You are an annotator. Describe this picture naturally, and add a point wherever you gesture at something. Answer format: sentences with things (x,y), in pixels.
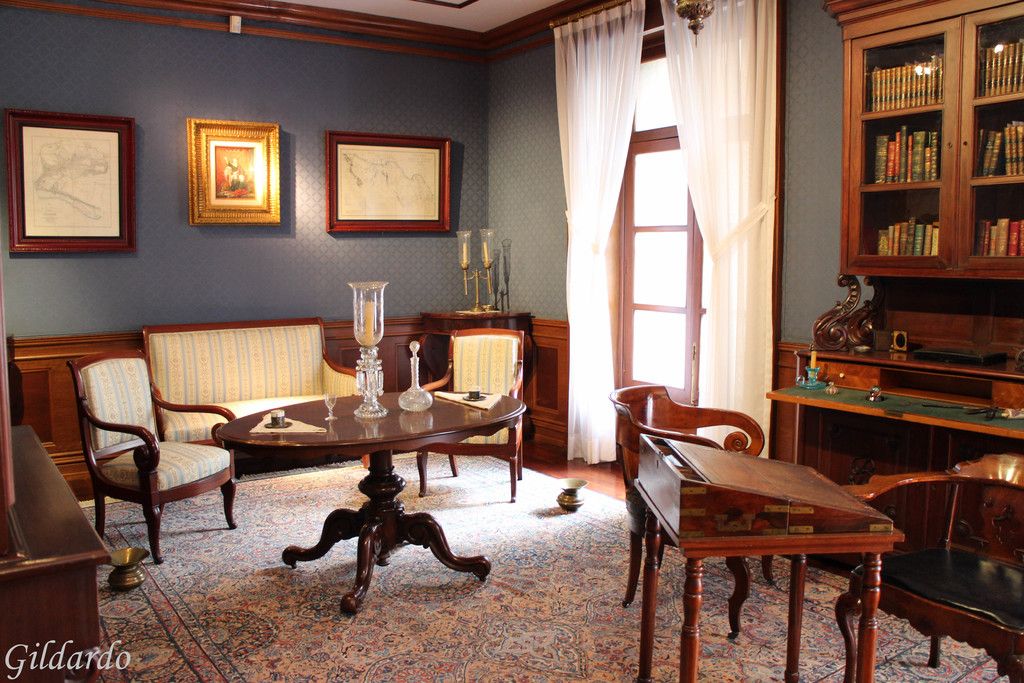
There is a table (344,424) and chairs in front of it and there is a door (666,306), bookshelf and white curtains (735,244) in the right side (735,244).
